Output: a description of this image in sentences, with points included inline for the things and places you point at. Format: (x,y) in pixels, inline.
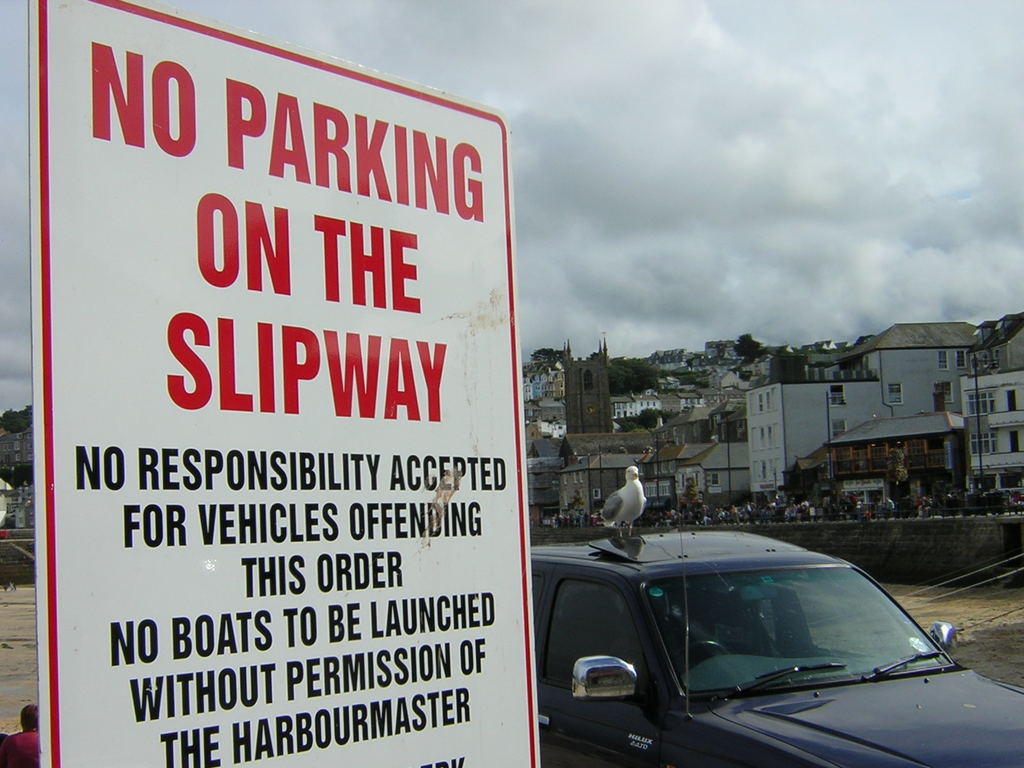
In this picture we can see a sign board (279,475), and a bird (632,471) on the car (719,627), in the background (584,491) we can find few poles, trees (695,493), buildings (787,485) and people (927,512).
